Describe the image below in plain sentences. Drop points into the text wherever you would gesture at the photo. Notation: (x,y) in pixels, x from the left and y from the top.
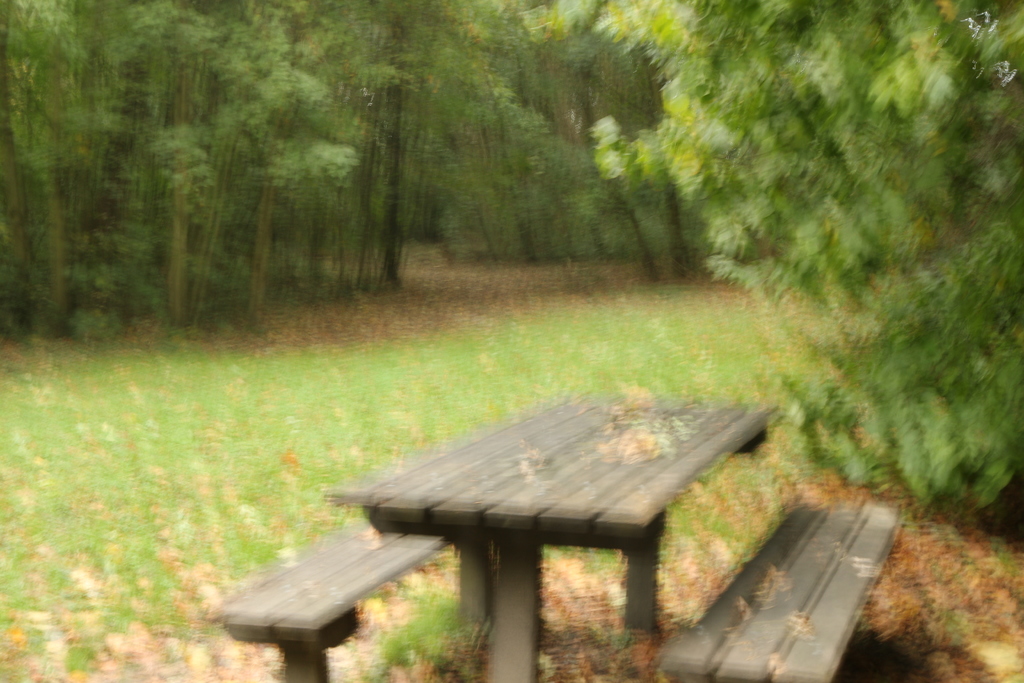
In front of the picture, we see a wooden table (593,526) and benches (756,639). At the bottom (155,613), we see the grass (135,587) and dry leaves (156,649). On the right side (862,225), we see the trees (829,176). There are trees (408,169) in the background (231,236). This picture is blurred and this picture might be clicked in the park (408,371).
